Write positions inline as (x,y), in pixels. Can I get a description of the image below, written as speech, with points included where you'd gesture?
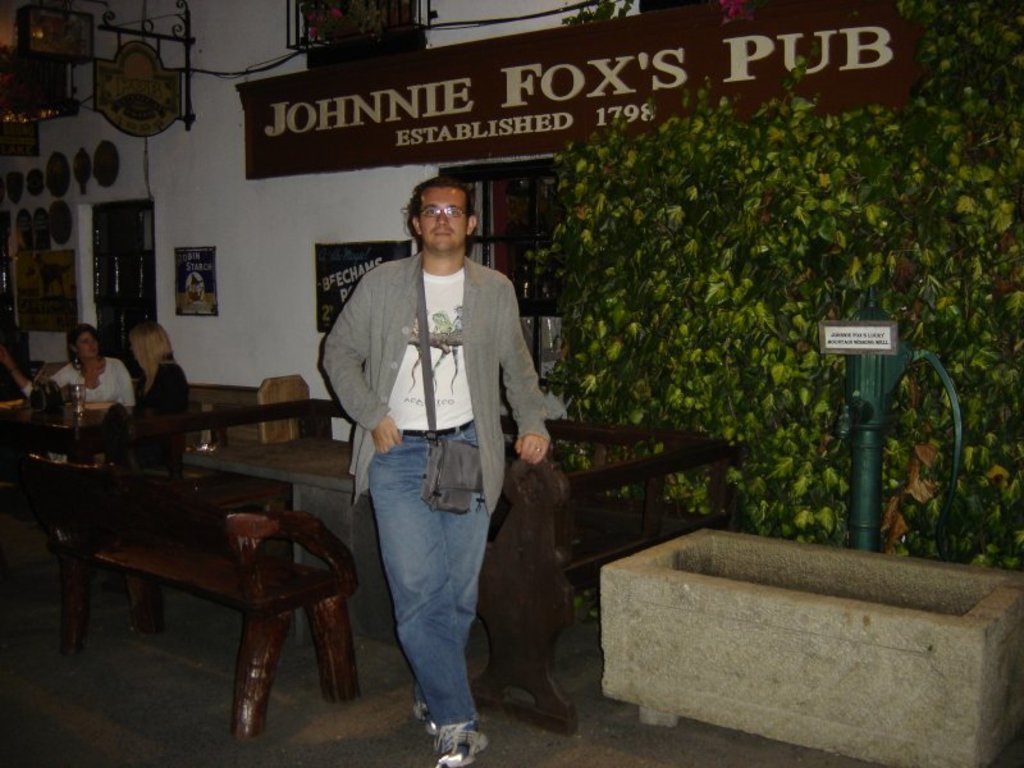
In this picture is a man (360,420) standing and there is a plant (729,181) and the name board (496,64) of wall (241,285) behind him and there people (182,389) sitting over here.
